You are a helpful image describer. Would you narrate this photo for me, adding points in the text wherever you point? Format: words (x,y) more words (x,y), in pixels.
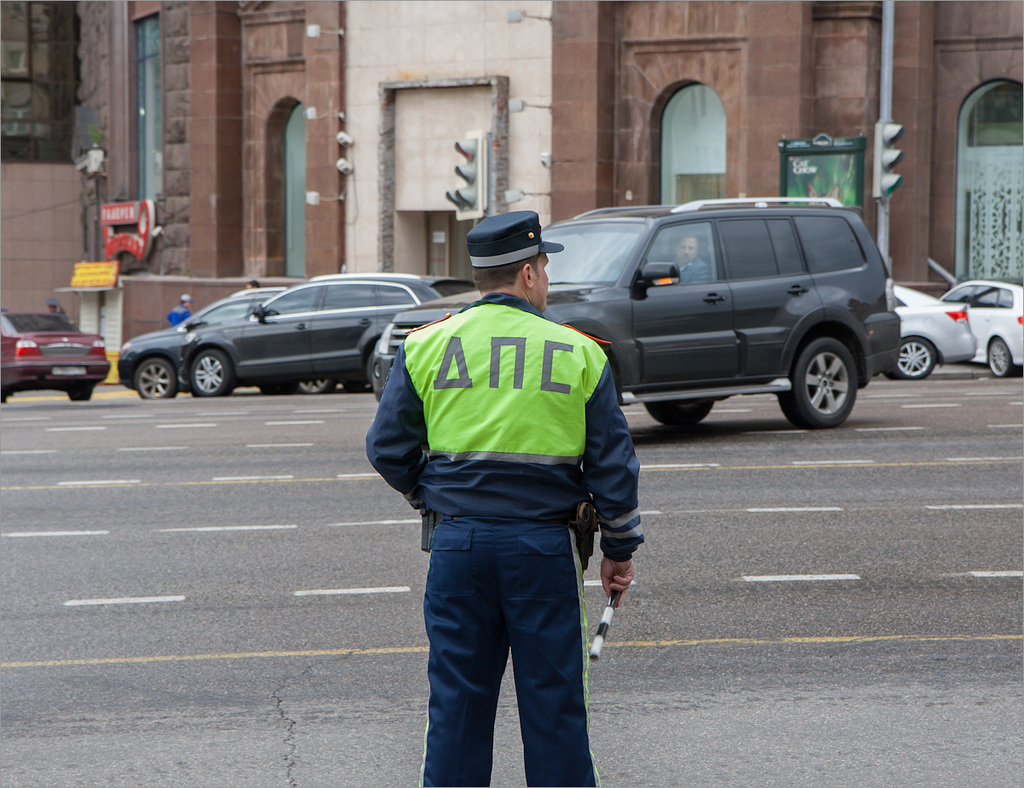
We can able to see a person (496,411) is standing and vehicles (583,271) on road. Inside this vehicle (711,321) a person (683,275) is sitting. This is a building (491,10). These are signal poles (482,184). Far these persons (181,308) are standing.
